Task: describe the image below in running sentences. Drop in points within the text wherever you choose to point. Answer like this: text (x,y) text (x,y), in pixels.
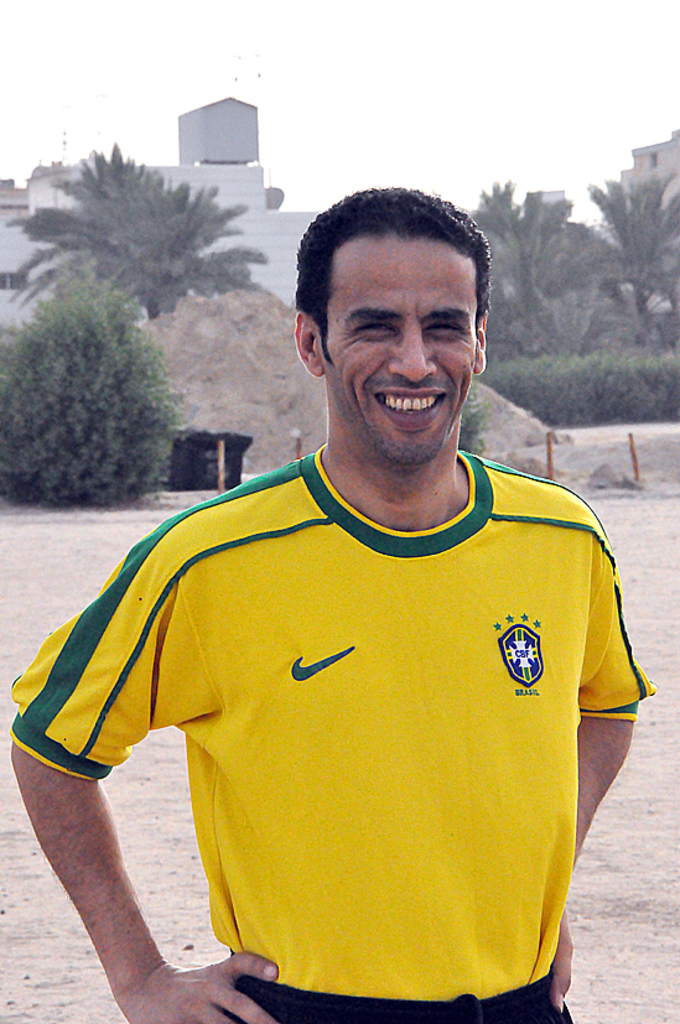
This image consists of trees (184,226) back side. There is a building (268,284) back side. In the front (150,695) there is a person (315,871) who is wearing yellow shirt (402,869) with black pant (294,999). He is smiling.
